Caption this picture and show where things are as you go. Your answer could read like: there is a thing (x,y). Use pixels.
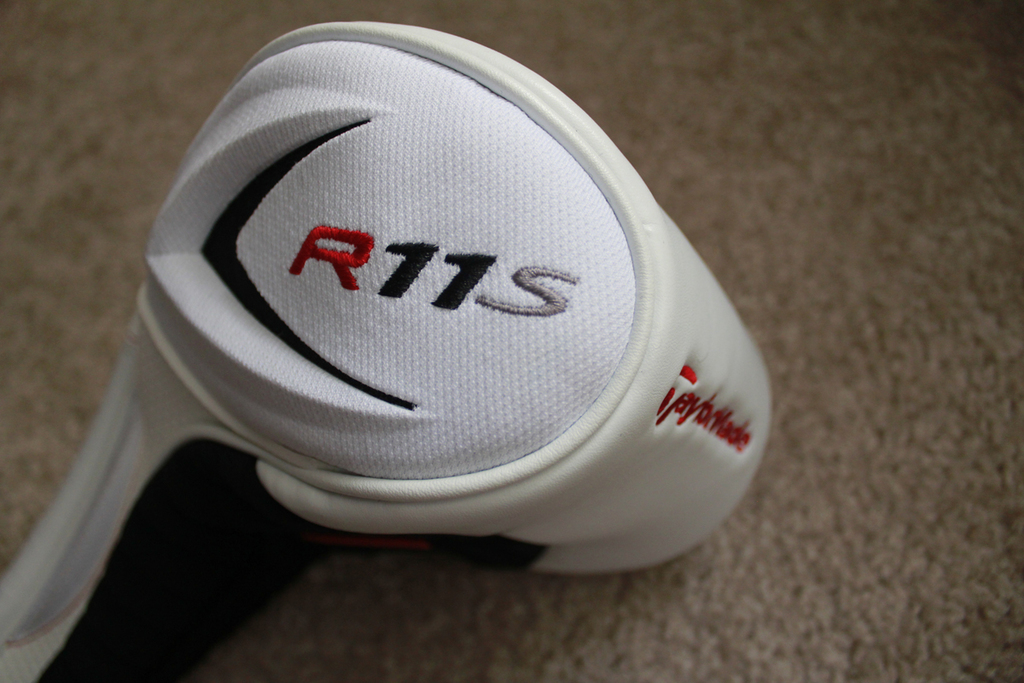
In this picture it looks like a bag (453,448) and I can see carpet (45,20) on the floor (45,20).
